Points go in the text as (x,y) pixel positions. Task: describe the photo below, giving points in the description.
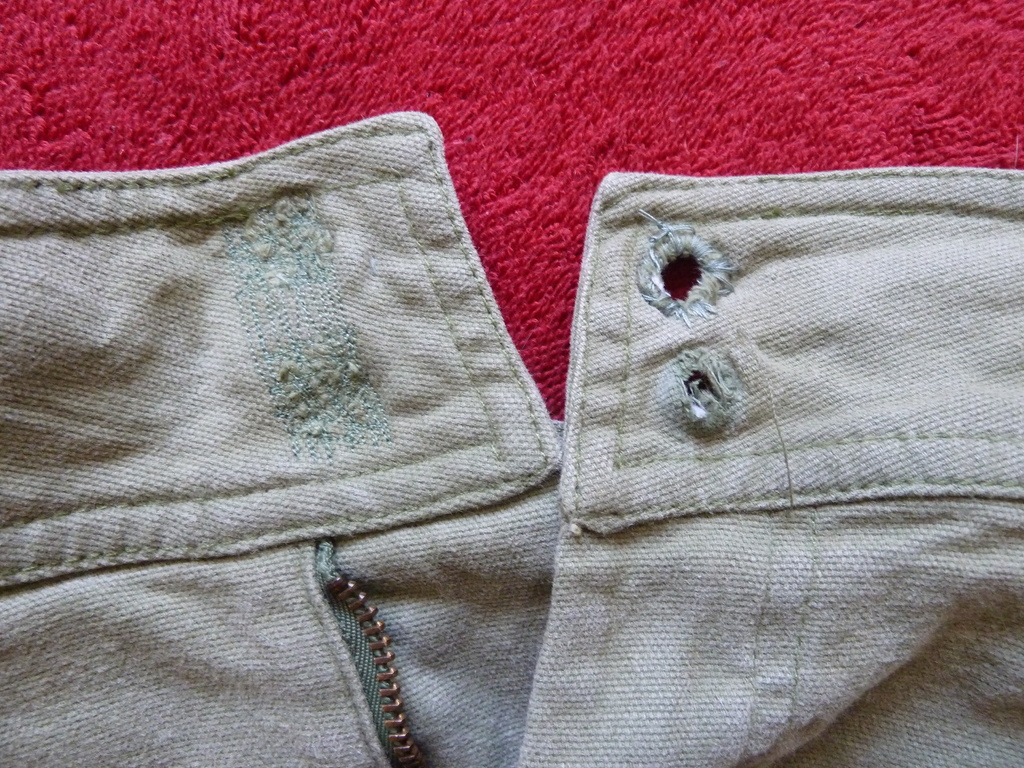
In this image I can see a jeans (354,662) and zip (355,657). It is khaki color. I can see a red color cloth (690,65).
